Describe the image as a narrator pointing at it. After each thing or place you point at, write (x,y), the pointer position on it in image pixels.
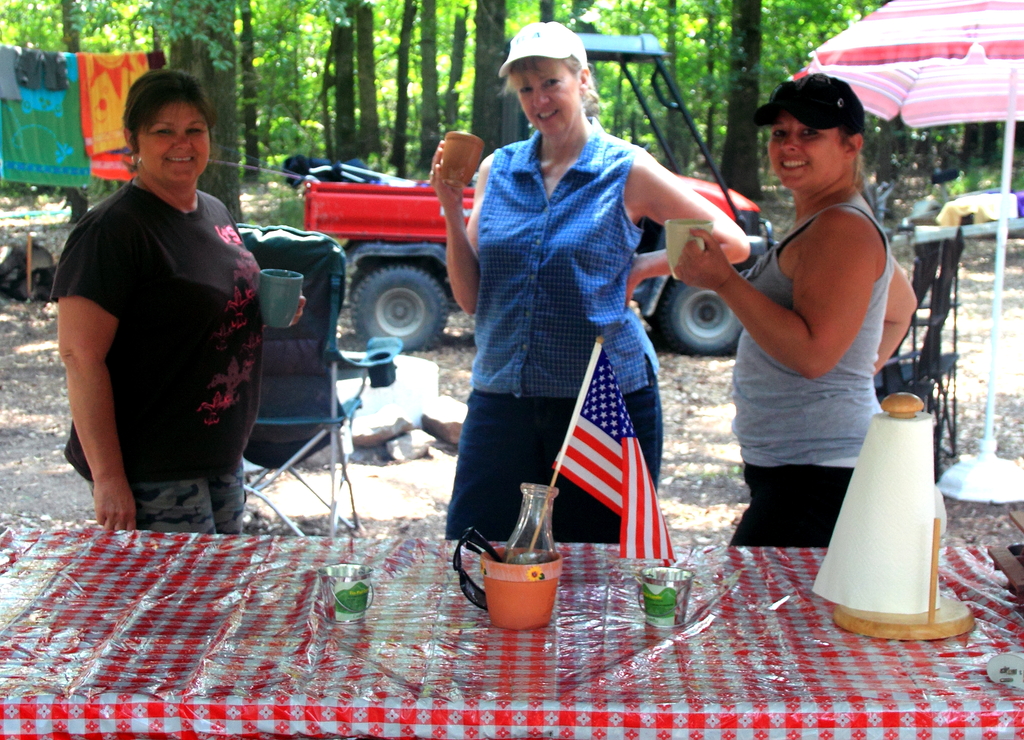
In this image, we can see people (820,314) standing and holding cups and some are wearing caps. In the background (315,31), we can see trees (702,39), a vehicle (650,59) and some clothes (83,106) which are hanging on the rope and there is an umbrella (917,89) and there is a chair (320,341) and we can see a bottle (542,539), cups (657,605), a flag (626,513) and some other objects (920,558) on the tables (654,648). At the bottom (689,501), there are stones (437,420) on the ground (706,407).
